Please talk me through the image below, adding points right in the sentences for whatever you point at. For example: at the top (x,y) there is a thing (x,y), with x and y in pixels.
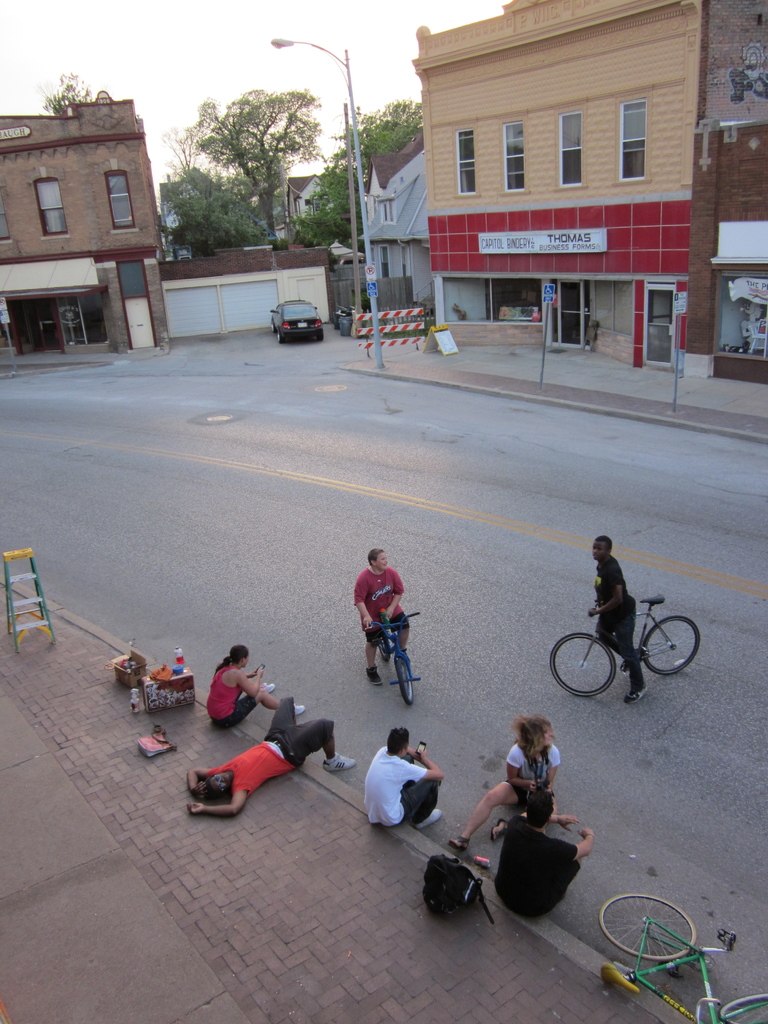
The picture is taken outside on the road (509,582) where two people (620,642) are with the bicycles (614,660) and five people (247,798) are sitting and lying on the road (338,689) beside them there are bags (455,899), cycle (626,979) and box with some bottles (136,687) on it and one small ladder (31,551) and beside them there are buildings (23,329) surrounded by trees (311,244) and a car (305,327) is present on the road (144,606).
